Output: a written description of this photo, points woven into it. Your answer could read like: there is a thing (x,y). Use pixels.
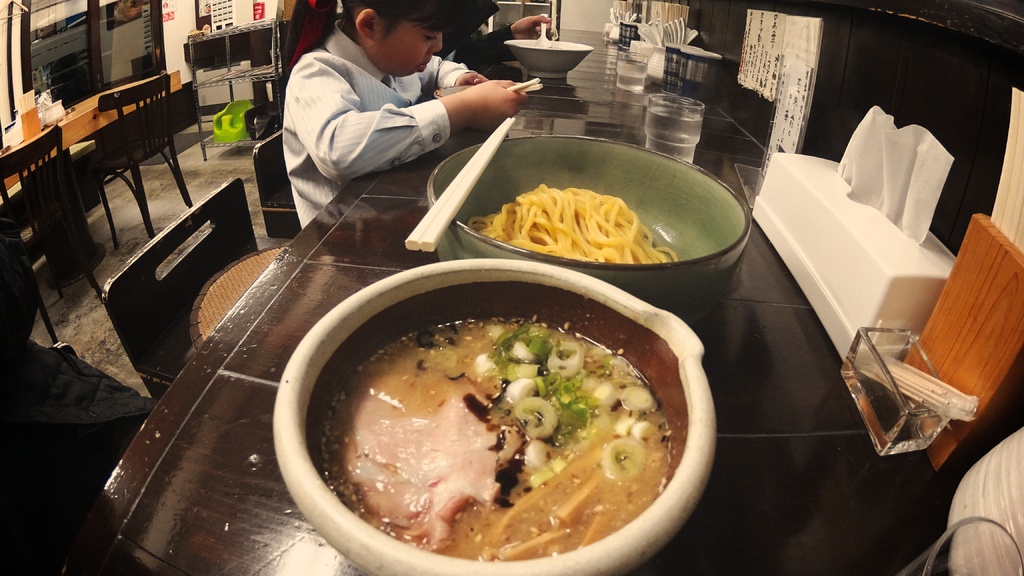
In this image there are tables (229,371) and chairs (96,157). There is a girl (348,128) sitting at the table (342,230). In front of her there is a bowl (441,88) and she is holding chopsticks (539,82) in her hand (505,93). Behind her there is another person (462,37) sitting. To the right (776,307) there is a table (778,396). On the table (767,334) there are bowls (666,298), glasses (680,146), cutlery (655,39), tissues (890,145) and a glass bowl (890,384). In the top left (63,44) there is a glass door (104,40) to the wall (188,28). Beside the door (44,45) there is a rack (213,79).
